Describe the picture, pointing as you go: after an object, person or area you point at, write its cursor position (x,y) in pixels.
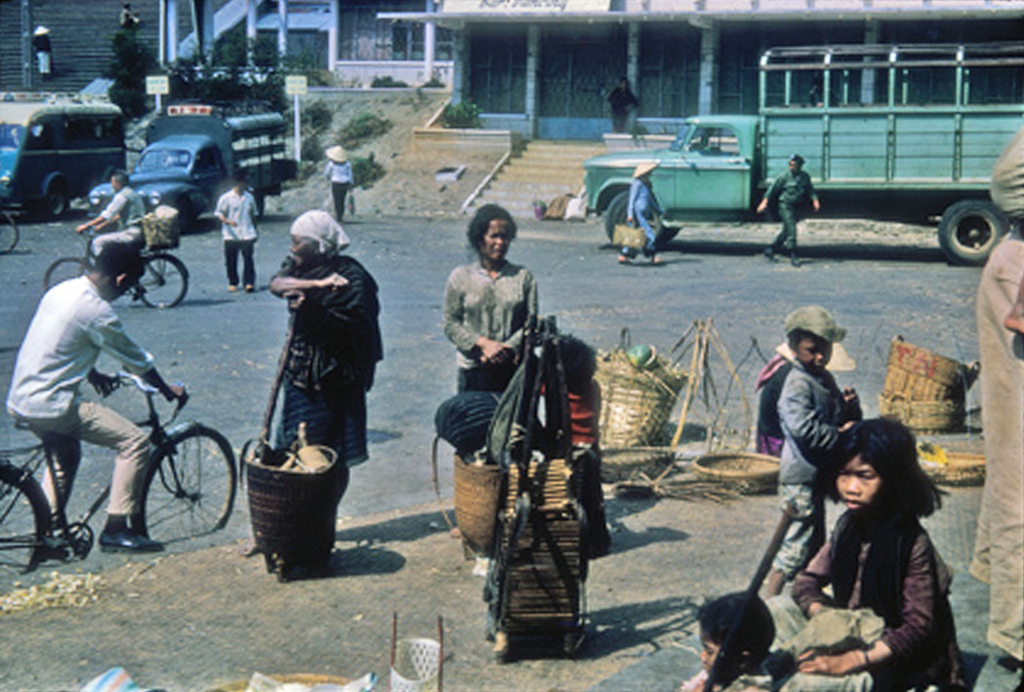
An outdoor picture. Vehicles (105,114) on road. Most of the persons (876,471) are standing. This person (67,356) is sitting on a bicycle (155,446). This person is walking, as there is a leg movement. These are baskets (623,424). Far there are plants (314,105). This is a building (571,55).
